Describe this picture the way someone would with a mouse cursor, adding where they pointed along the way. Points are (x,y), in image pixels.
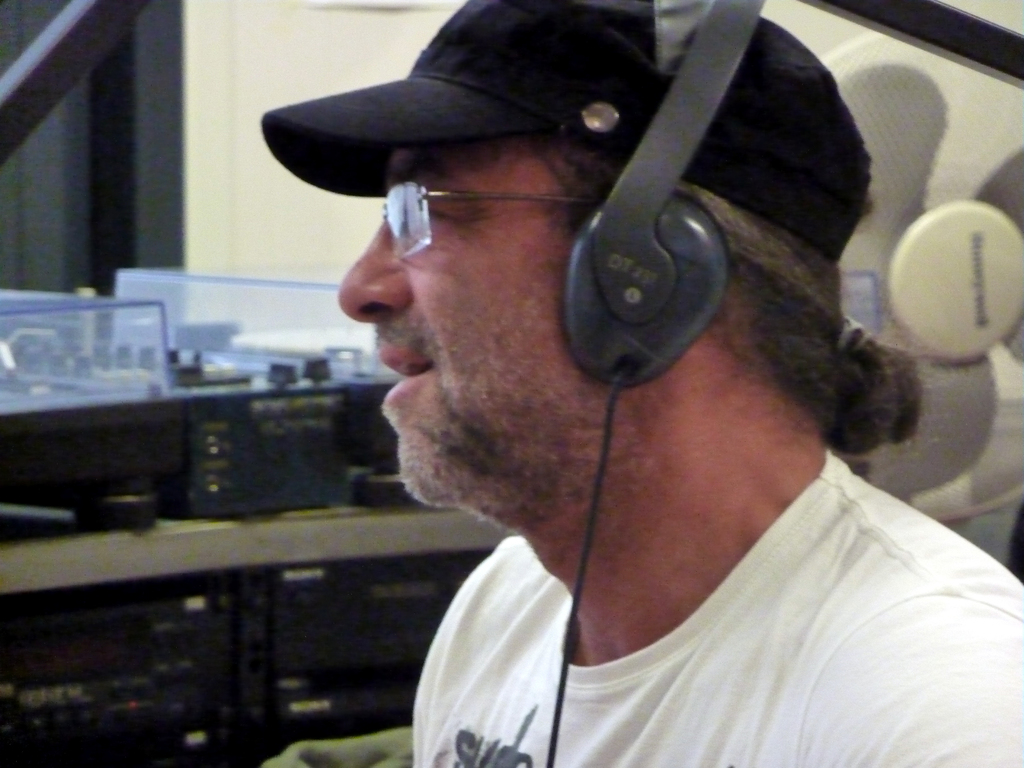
In this picture there is a person (801,675) wearing white T-shirt (819,673) is wearing a headset (657,285) and there are some other objects (227,480) in the background (256,491).
